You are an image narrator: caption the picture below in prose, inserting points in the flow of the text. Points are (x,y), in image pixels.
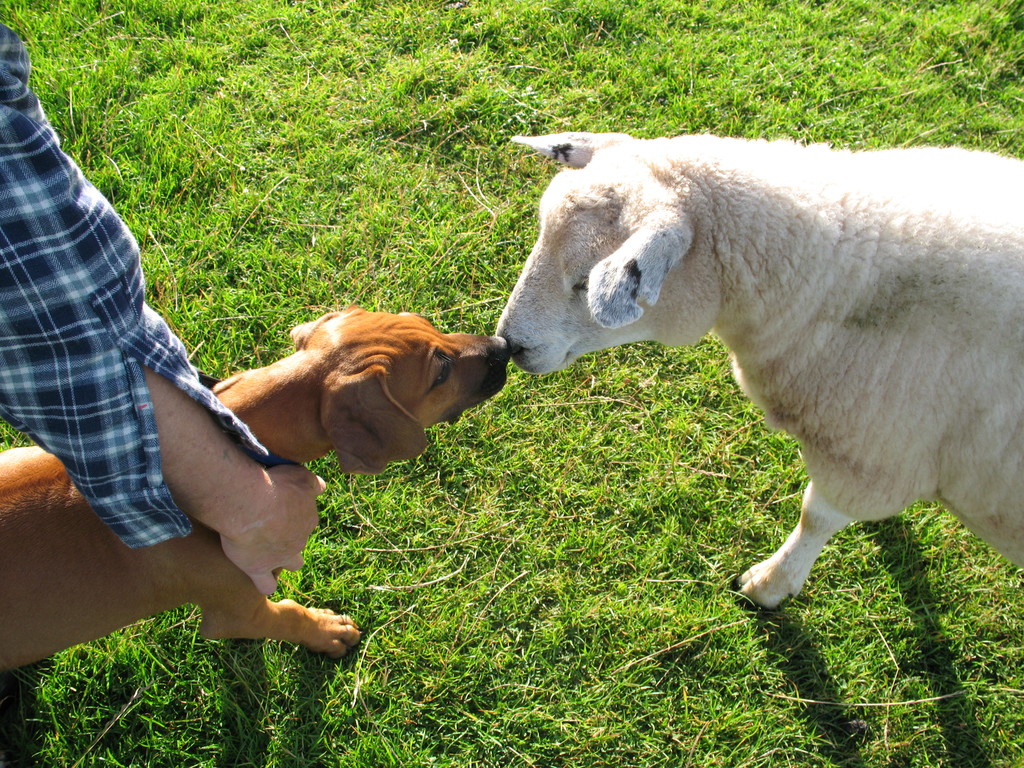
In this image we can see a dog (436,419) and the sheep (741,280) on the grass (326,683). Here we can see a person's hand (242,523), wearing checked shirt (39,260).
